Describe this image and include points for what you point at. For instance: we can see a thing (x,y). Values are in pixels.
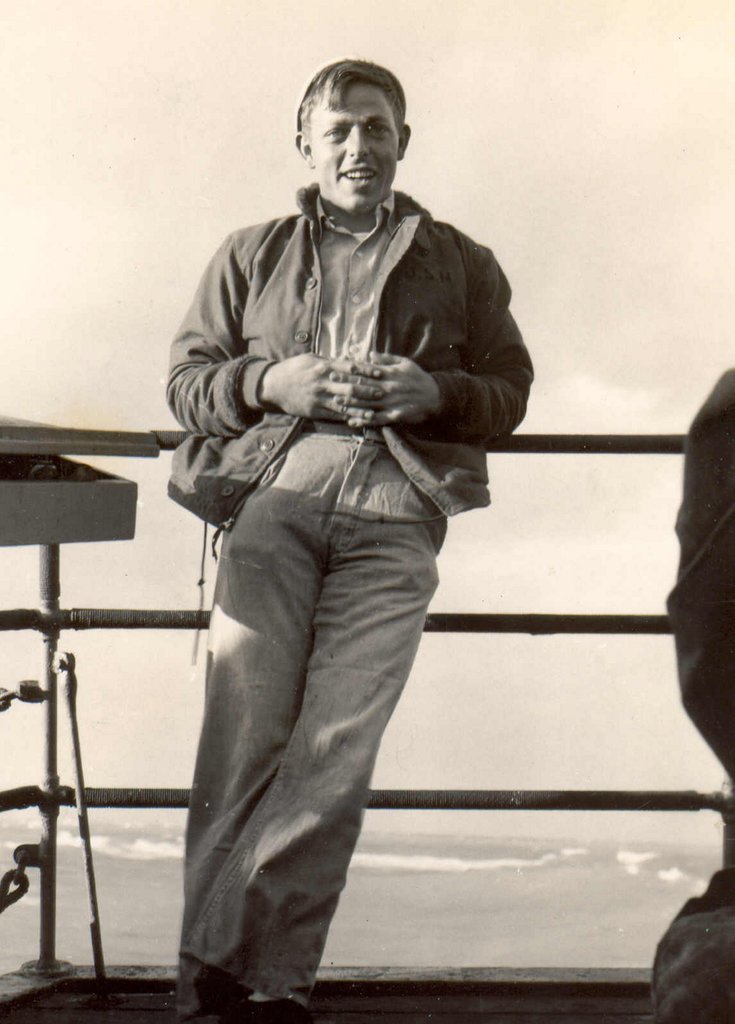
In this picture there is a man (350,275) who is standing in the center of the image (360,580) and there is a boundary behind him and there is water (180,880) in the background area of the image (63,821), there is another person (677,616) on the right side of the image (672,1022).
